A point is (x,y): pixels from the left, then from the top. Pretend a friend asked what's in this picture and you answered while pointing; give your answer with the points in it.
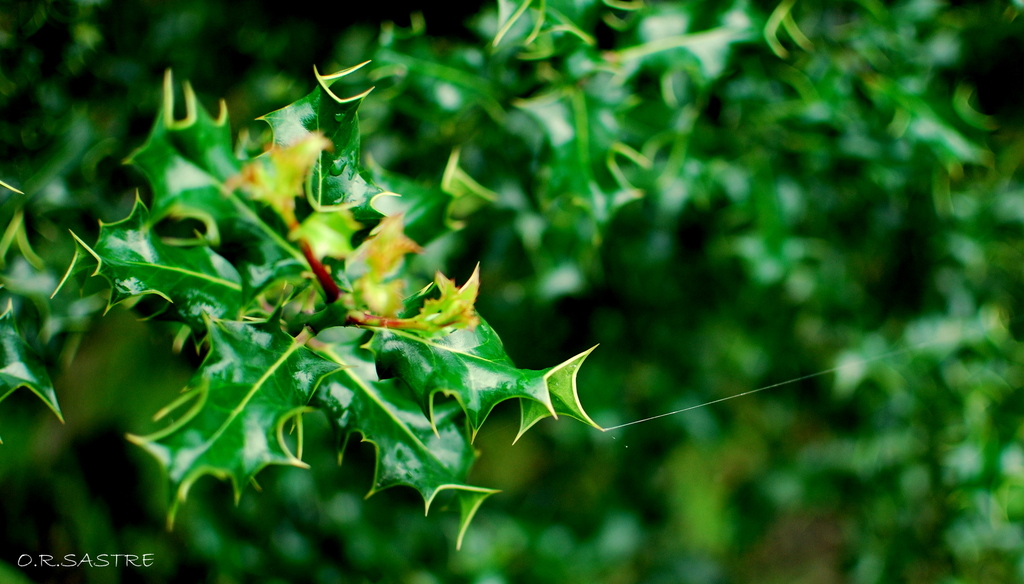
We can see plants (314,256). In the background (502,125) it is blur and green. In the bottom left side of the image (21,563) we can see text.
